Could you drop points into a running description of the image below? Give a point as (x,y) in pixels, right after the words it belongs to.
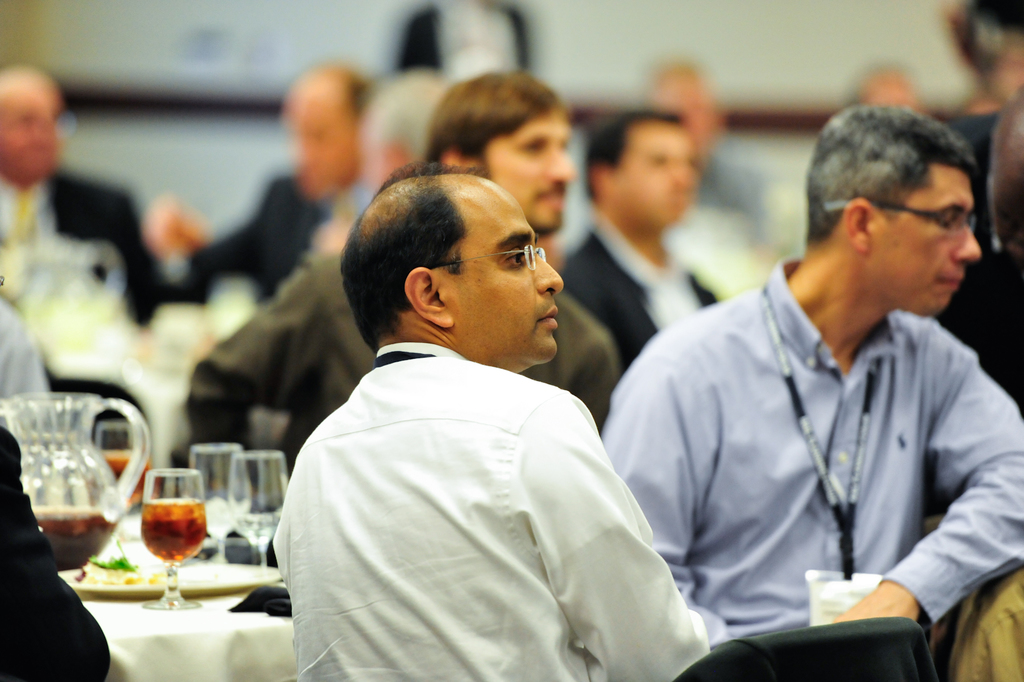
In this image we can see group of persons (590,256) sitting on the chair (806,651). In front of table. One person (452,527) is wearing white shirt (452,466) and spectacles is sitting on a chair (818,641). On the table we can see a jug (37,459) and group of glass (235,464), plates (190,584) placed on the table (117,631). In the background, we can see group of persons (465,29) sitting.
